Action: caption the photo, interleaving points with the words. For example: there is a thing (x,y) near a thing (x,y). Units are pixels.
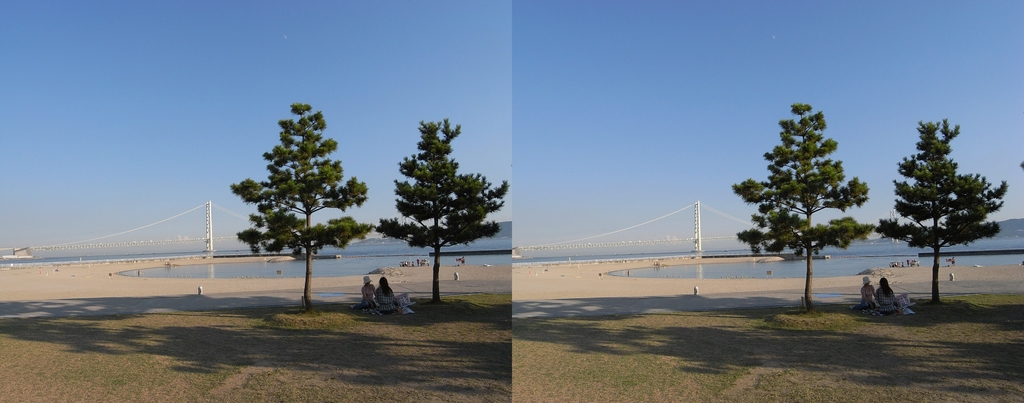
This is a collage picture. Here we can see two persons (361,304) sitting on the grass (445,310). There are trees (432,268), water (236,271), and a pole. In the background (216,198) we can see sky (428,107).
